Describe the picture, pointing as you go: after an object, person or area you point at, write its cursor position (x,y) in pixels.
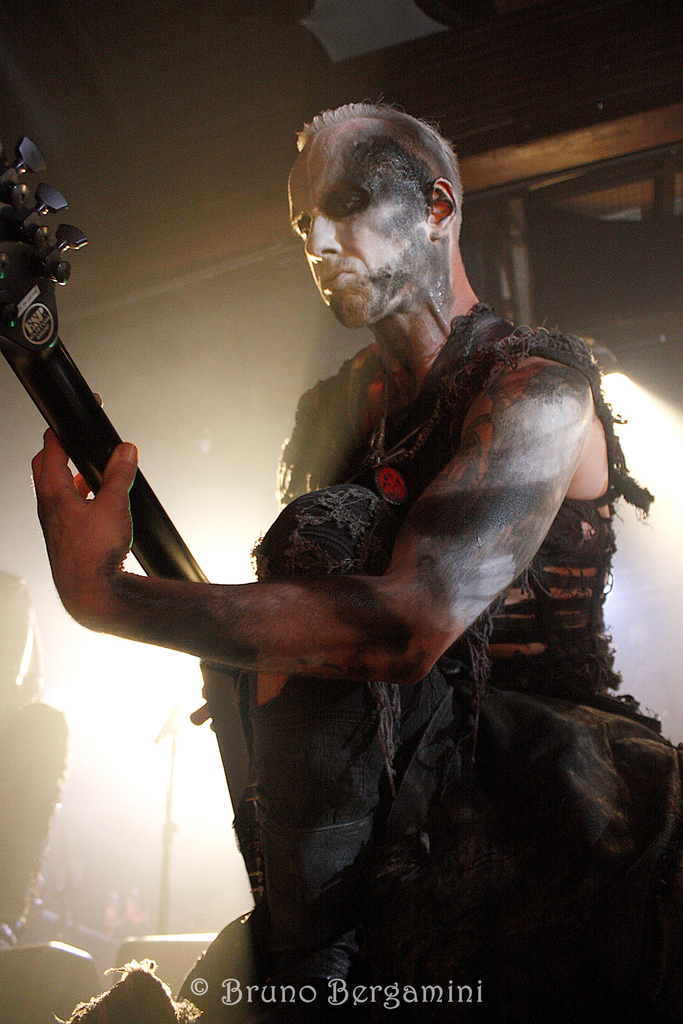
In this image I can see the person (478,788) holding the musical instrument (43,308) and the person (494,649) is wearing black color dress (508,741). In the background (241,490) I can see the light (141,679).
